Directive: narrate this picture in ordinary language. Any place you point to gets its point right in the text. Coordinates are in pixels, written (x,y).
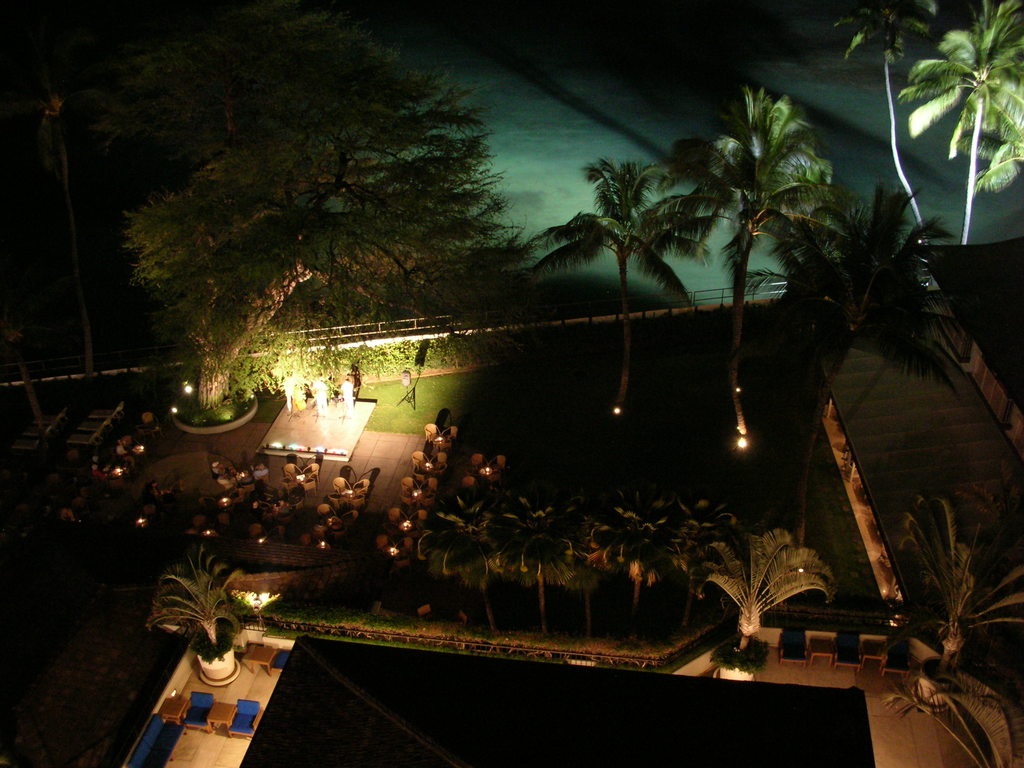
In this image there are trees (603,168), plants (189,619), chairs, lights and water (630,98). At the bottom of the image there is grass (518,395) on the surface (516,388).
